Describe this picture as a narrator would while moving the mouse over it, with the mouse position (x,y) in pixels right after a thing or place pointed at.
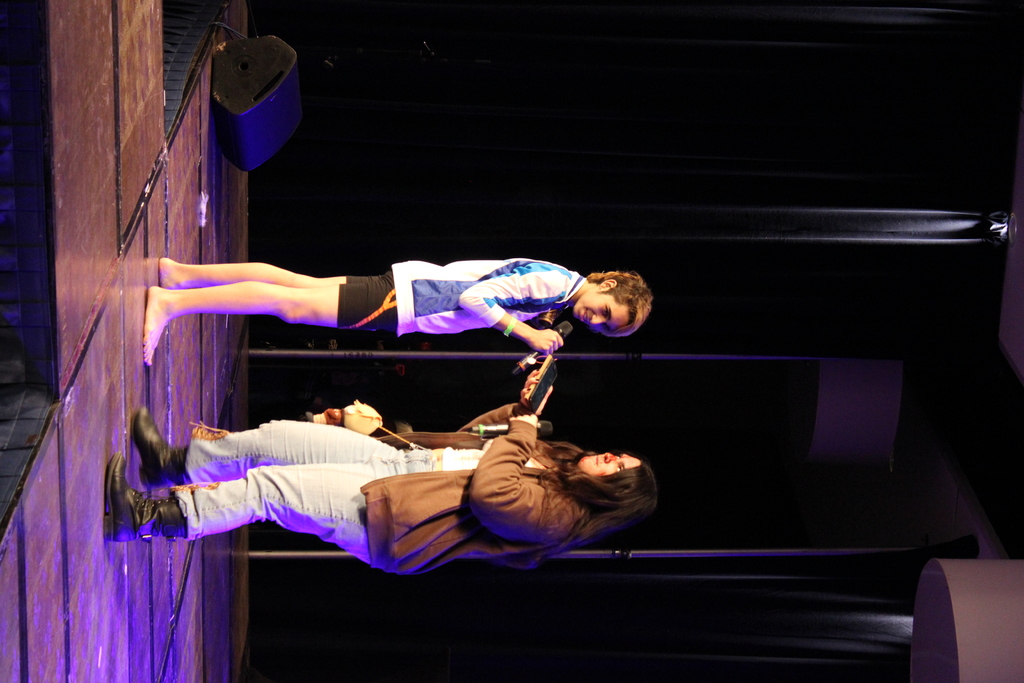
In this image I can see a woman (416,482) wearing brown colored jacket (427,505), white pant (269,499) and black shoe (152,509) is standing on the stage (151,487) and holding few objects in her hand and a person (451,300) is standing and holding a microphone (543,352) in his hand (542,335). I can see a speaker (245,169) and in the background (663,98) I can see the black colored curtain (718,132).
